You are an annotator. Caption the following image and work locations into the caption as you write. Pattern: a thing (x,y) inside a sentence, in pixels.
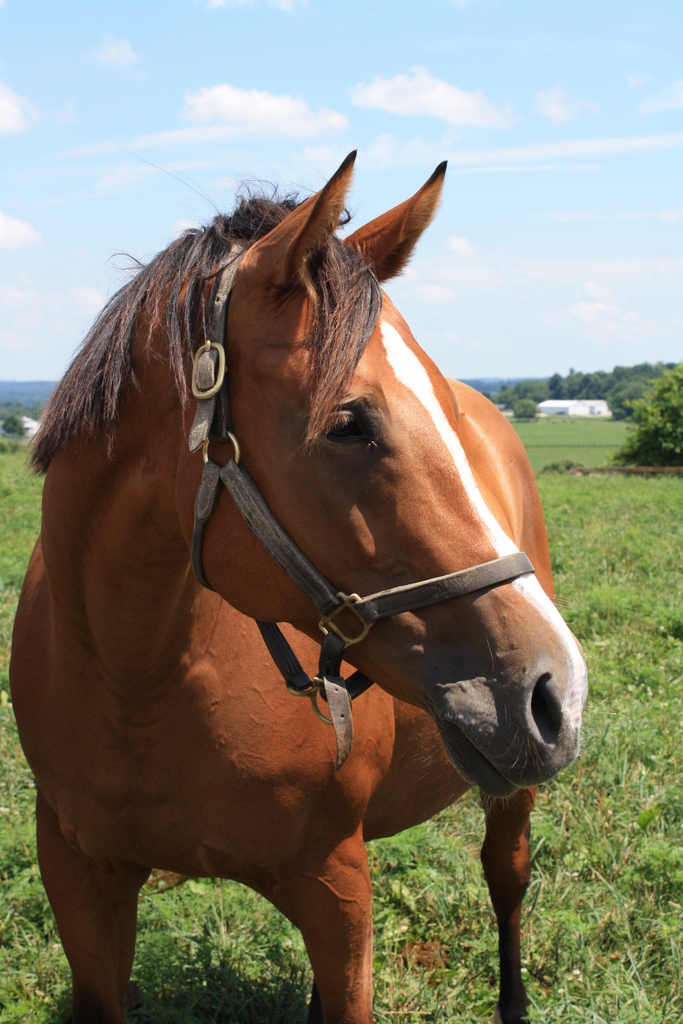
In this image there is a brown horse (259,594). In the background (630,386) there are trees (621,383), buildings (587,406). The sky (94,263) is cloudy. On the ground (566,615) there are plants (572,784) and grasses (559,827).
